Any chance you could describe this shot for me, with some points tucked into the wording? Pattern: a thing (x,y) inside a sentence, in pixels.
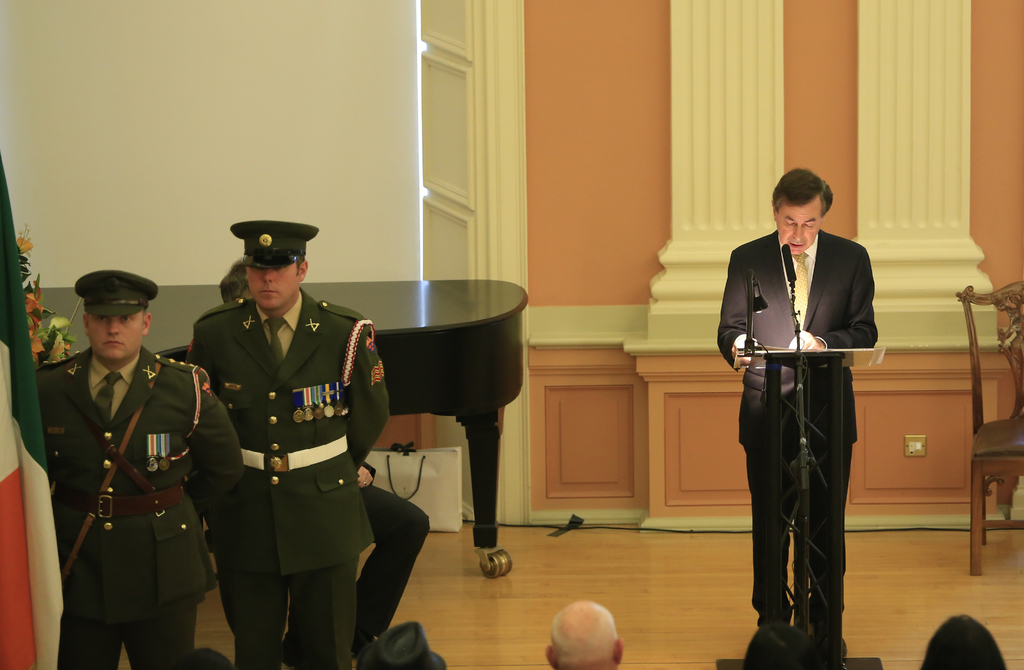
2 soldiers (216,403) are standing at the left (192,628). There is a flag (30,504) and flower bouquet (57,347) at the left (55,334). A man (823,514) is standing wearing a suit (823,466). There is a microphone (790,266) and its stand (803,548). There is a chair (979,464) at the back (997,465).
